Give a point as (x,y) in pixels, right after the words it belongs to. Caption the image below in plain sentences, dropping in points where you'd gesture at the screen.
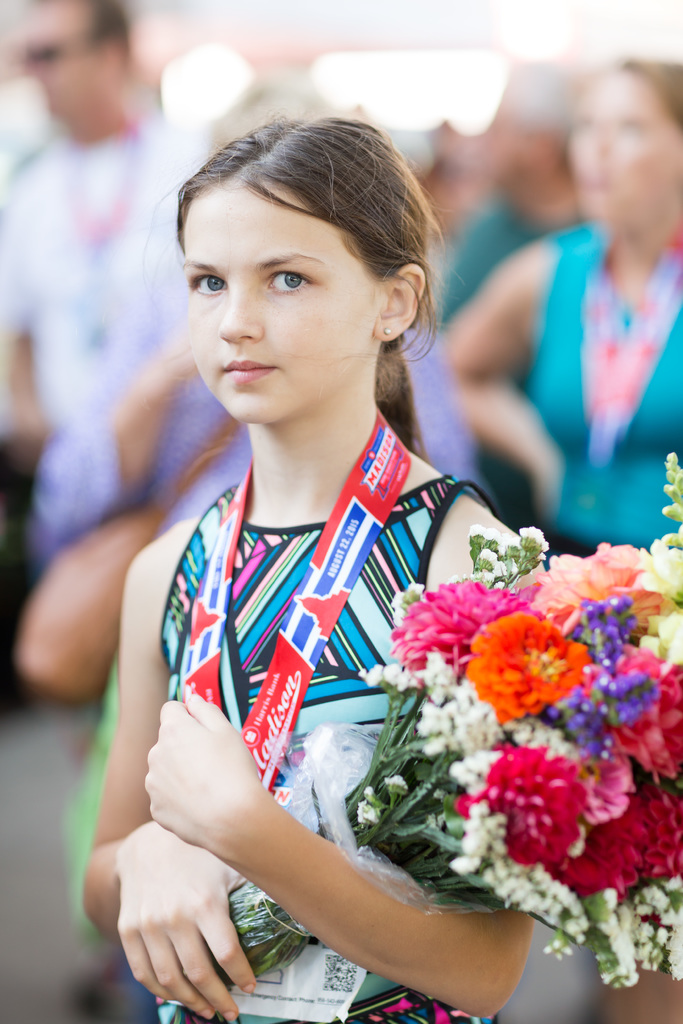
In this image I can see a girl (246,680) is standing and I can see she is holding a flower bouquet (530,761). I can also see she is wearing a red colour thing (289,723) around her neck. In the background (547,443) I can see few more people (502,194) and I can see this image is little bit blurry from background (60,22).
